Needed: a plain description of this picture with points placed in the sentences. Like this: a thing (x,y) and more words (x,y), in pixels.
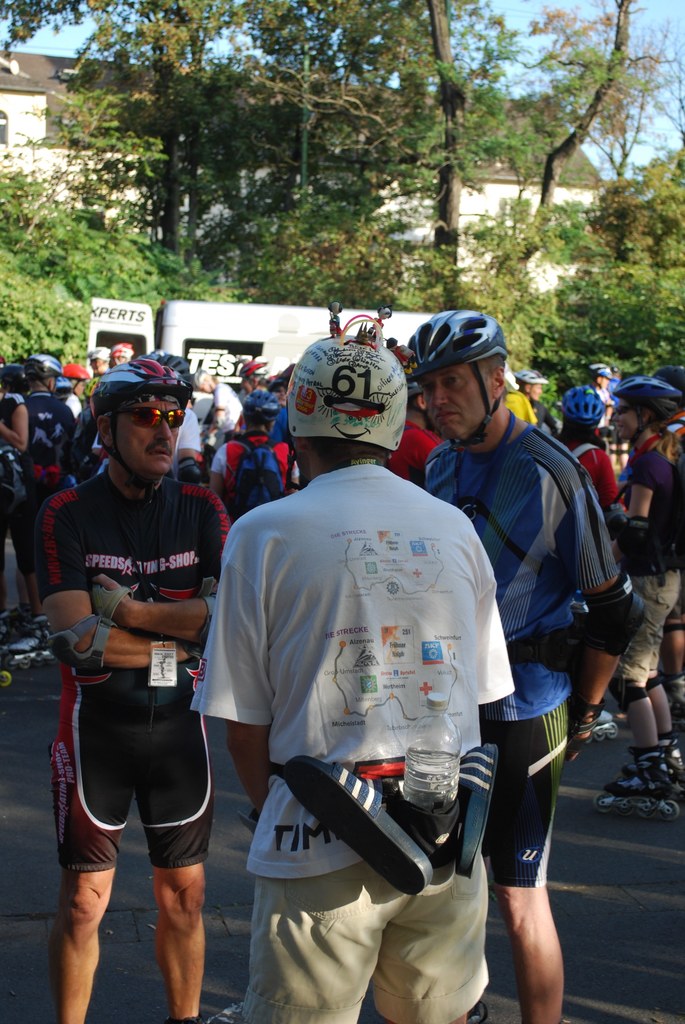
In this image we can see group of people (421,555) are standing on the road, they are wearing the helmet (463,354), there are trees (543,308), there is a vehicle (232,321) on the road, there is a building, at above here is the sky (38,31).
